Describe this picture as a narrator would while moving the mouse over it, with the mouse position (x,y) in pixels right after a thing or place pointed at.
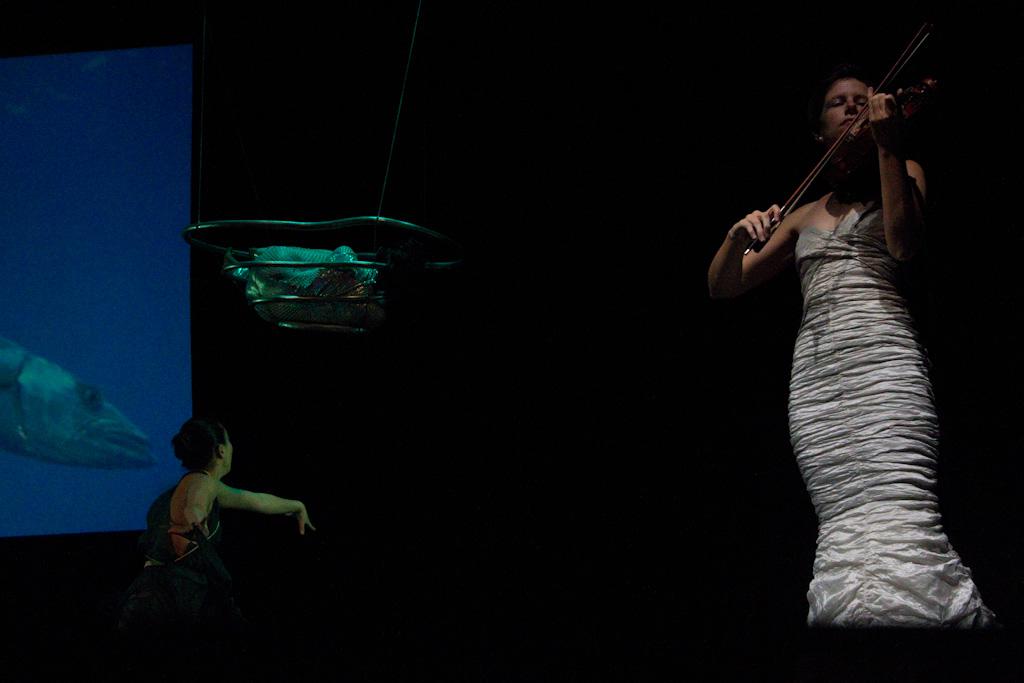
In the left bottom (195,539), there is a woman (174,602) standing. In the right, woman (917,521) is standing and playing violin (869,127). The background is dark in color. In the left (126,137), there is a screen (152,494) in which fish (86,433) is there half visible. This image is taken inside a dark room (337,362) during night time.
